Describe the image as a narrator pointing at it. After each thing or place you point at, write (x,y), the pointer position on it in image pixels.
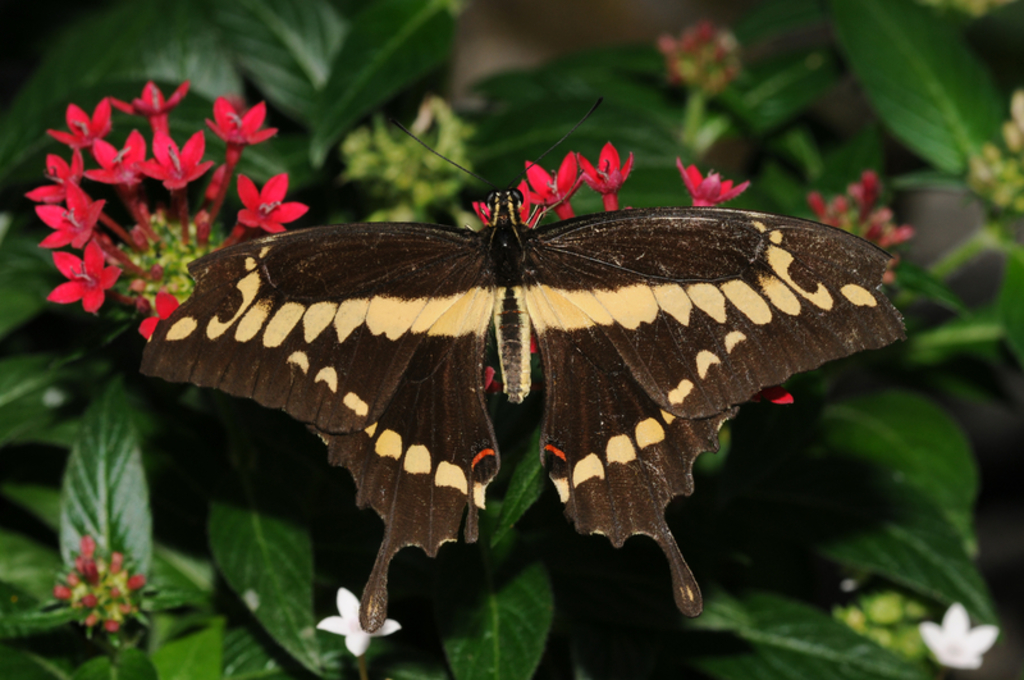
Here in this picture we can see a butterfly (481,337) present on the flowers (130,204), which are present on the plant (565,216) over there.
